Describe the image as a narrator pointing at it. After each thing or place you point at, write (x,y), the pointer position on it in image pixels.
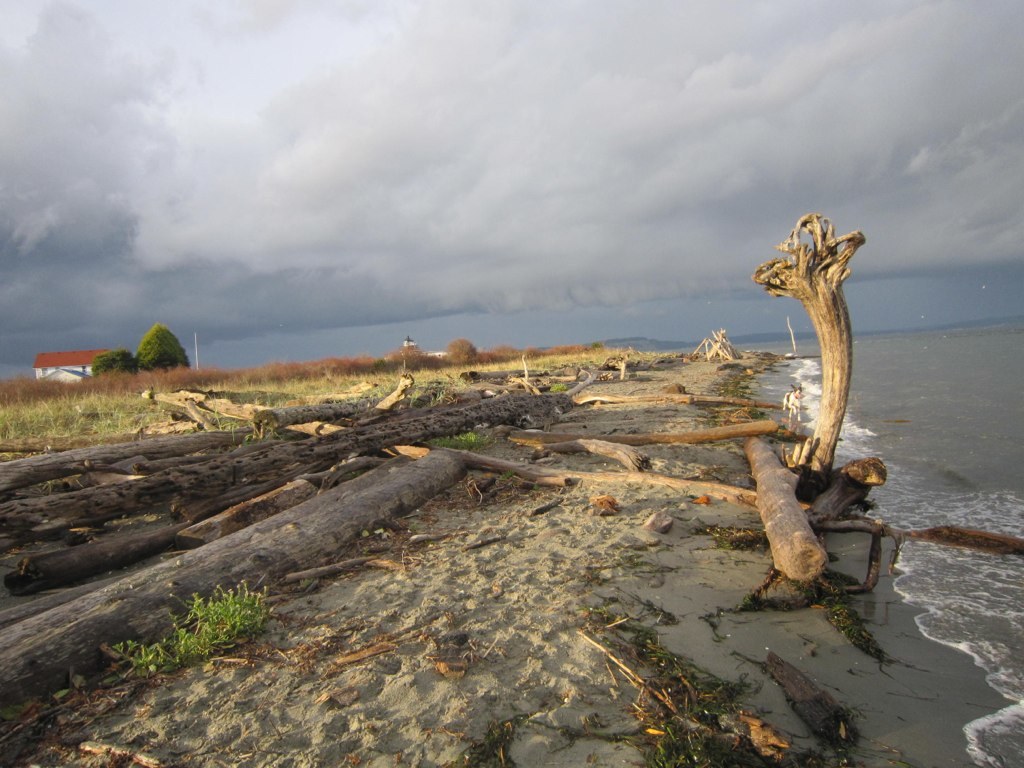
In this image I can see the sea (930,385) on the right side (979,387) and in front of sea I can see few trunks (267,512), grass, house (75,355), trees (152,350), at the top (474,187) I can see the sky (603,251).
